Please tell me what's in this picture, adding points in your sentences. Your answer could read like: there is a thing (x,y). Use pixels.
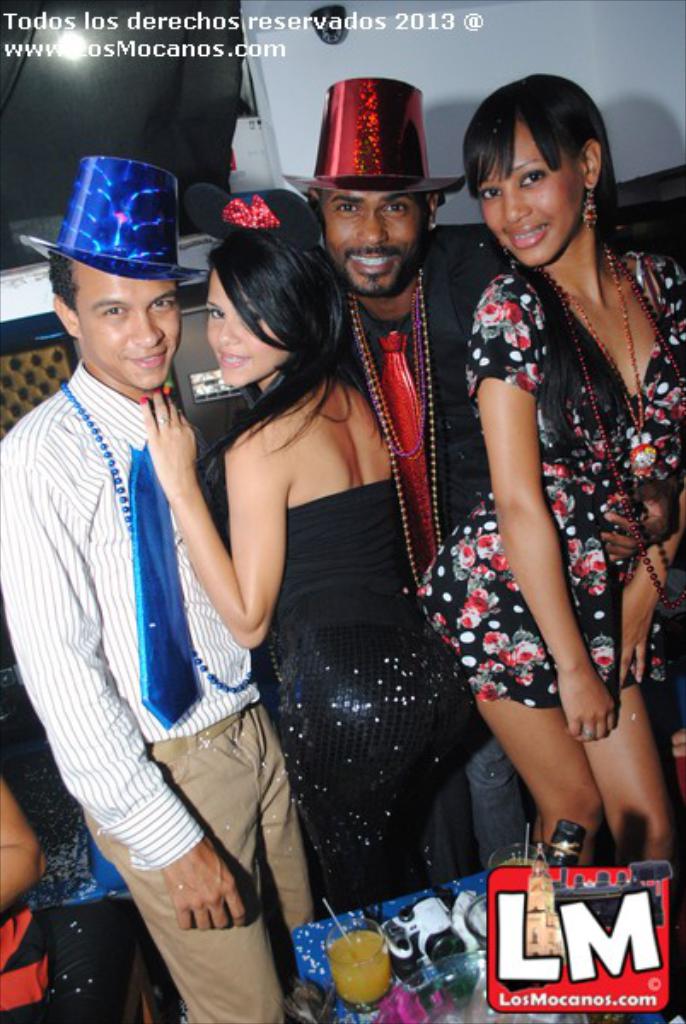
This picture shows a few people (372,729) standing and we see couple of men (74,563) wore caps (137,247) and we see glasses (381,990) and a bottle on the table (447,915) and we see a logo (505,997) at the bottom right corner (644,940) and some text (243,54) on the top left corner of the picture (221,54).
